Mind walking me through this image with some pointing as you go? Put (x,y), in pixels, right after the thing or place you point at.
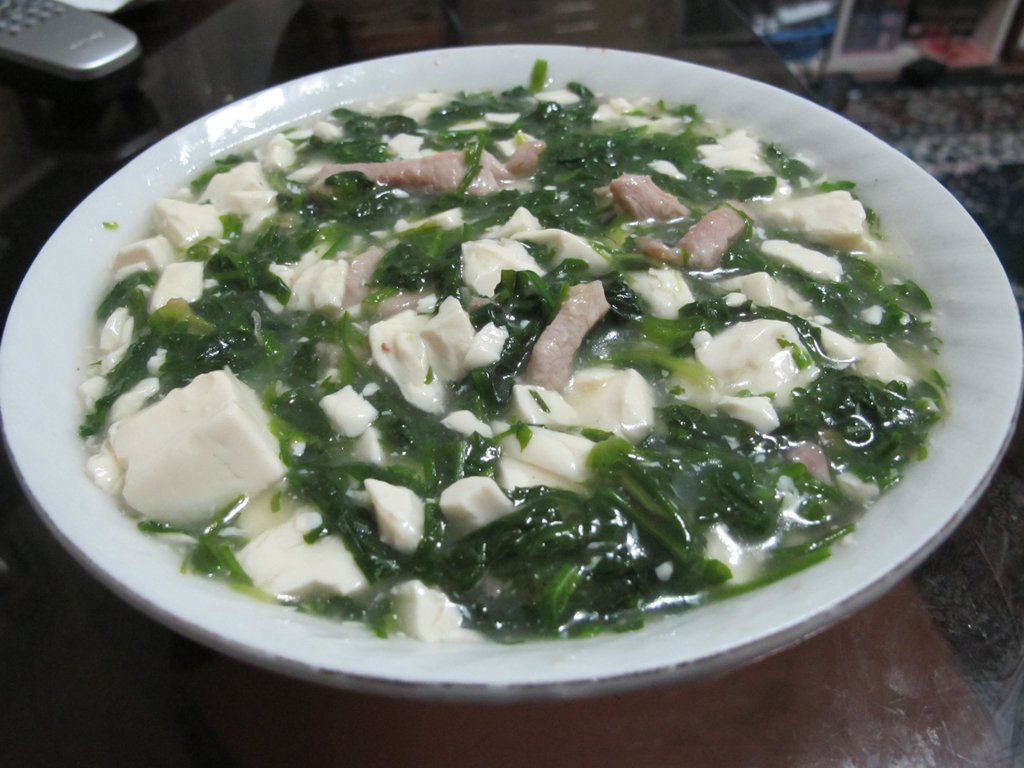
We can see plate (353,71) with food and remote (132,39) on the glass table (763,705).
